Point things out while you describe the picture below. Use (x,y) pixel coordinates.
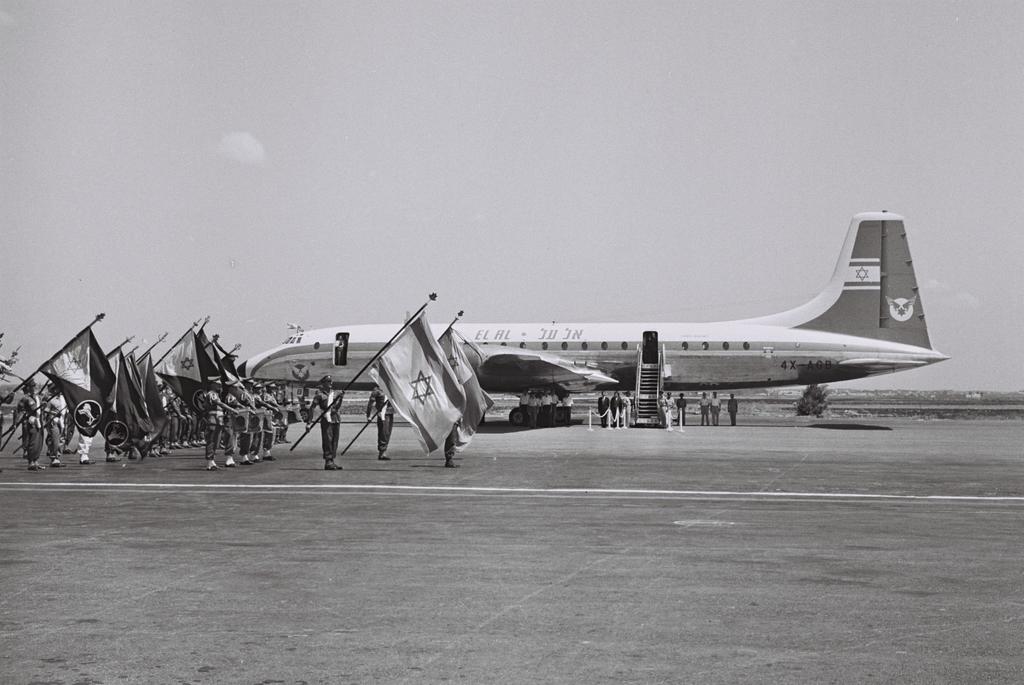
In this picture we can see the plane (631,364), parked on the runway (485,442). In the front (242,428) there are some soldiers (269,429) standing and holding the flags (422,359). On the top (532,158) there is a sky (541,227).
